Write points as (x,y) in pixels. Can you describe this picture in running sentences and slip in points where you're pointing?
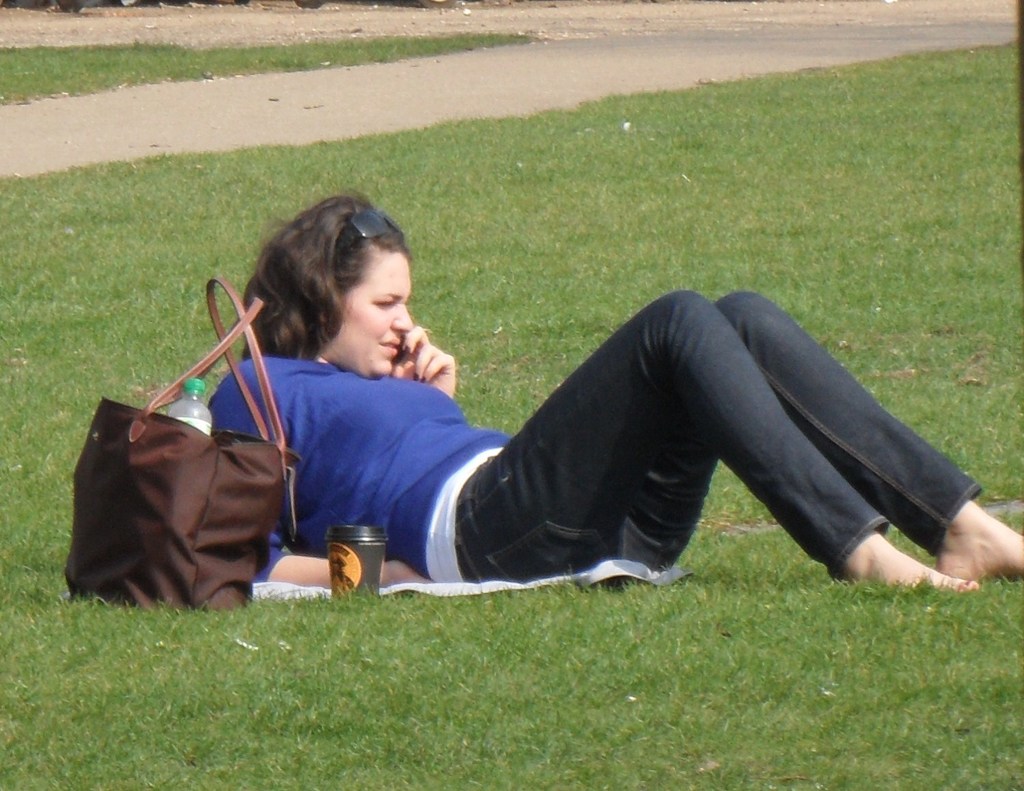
In this image, I can see a girl (937,577) sitting on the grass (879,610), and I can see a bag (254,458), bottle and a cup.
